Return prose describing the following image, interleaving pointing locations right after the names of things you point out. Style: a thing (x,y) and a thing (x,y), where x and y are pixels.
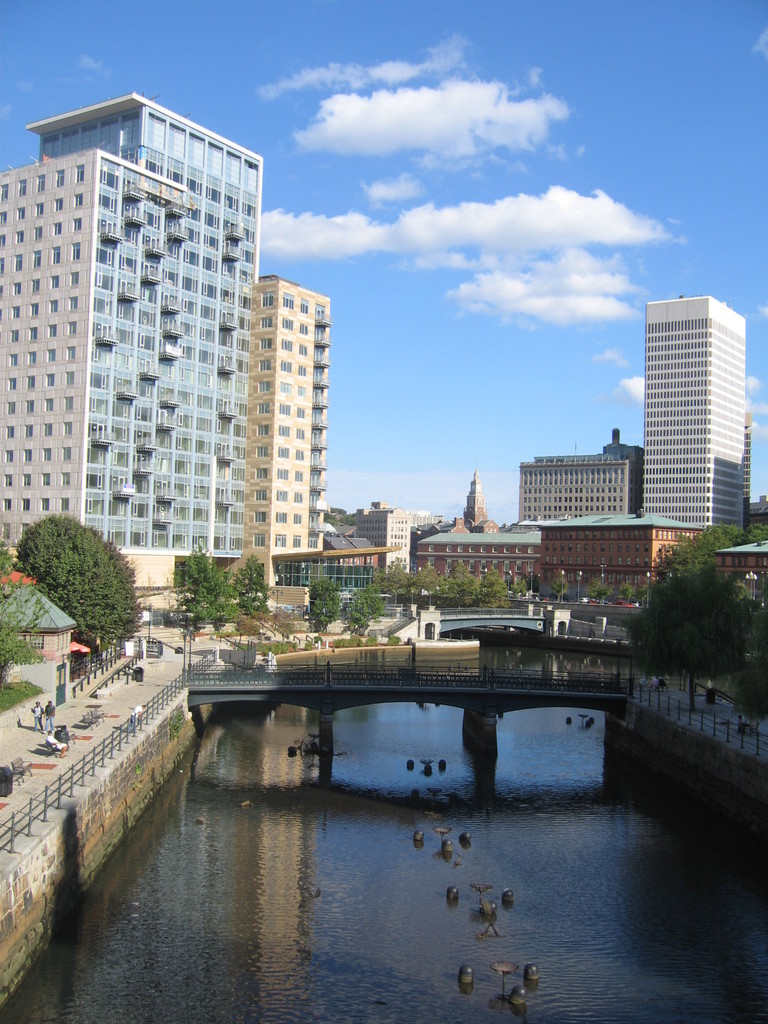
In the image we can see there is a water (376,848) and on the top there is a bridge (379,694). Behind there are trees (724,573) and there are buildings (714,524).
